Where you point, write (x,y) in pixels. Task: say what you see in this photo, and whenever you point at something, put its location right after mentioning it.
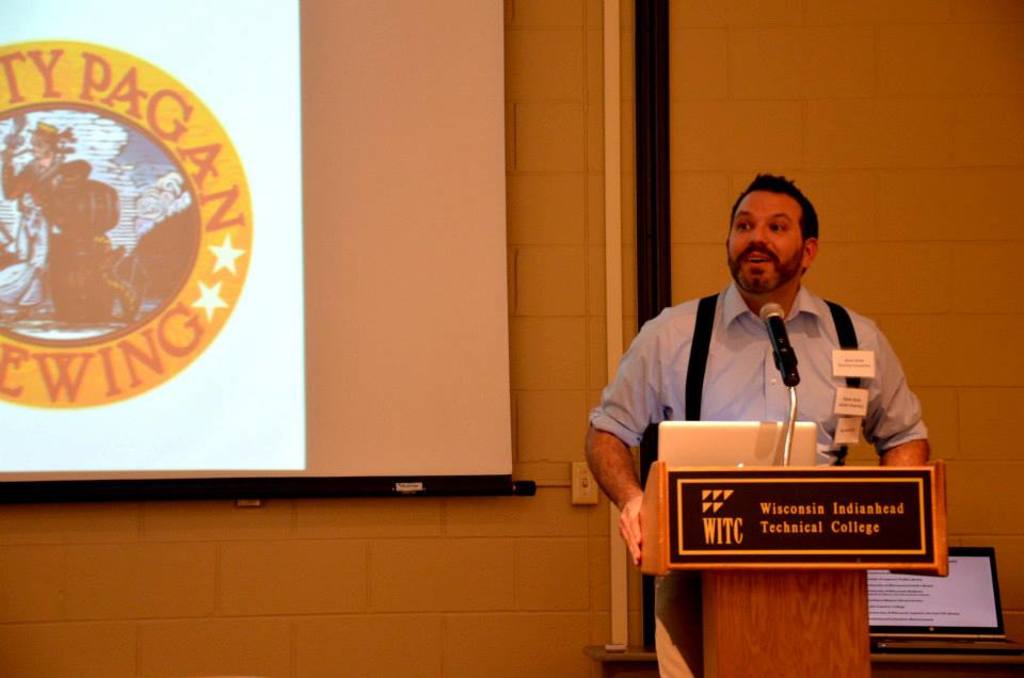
On the right side of the image (752,370) there is a person (703,350) standing at lectern (795,589) with mic (784,367) and laptop (748,446). In the background (691,108) there is screen (330,201), wall (709,182) and laptop (926,603).
